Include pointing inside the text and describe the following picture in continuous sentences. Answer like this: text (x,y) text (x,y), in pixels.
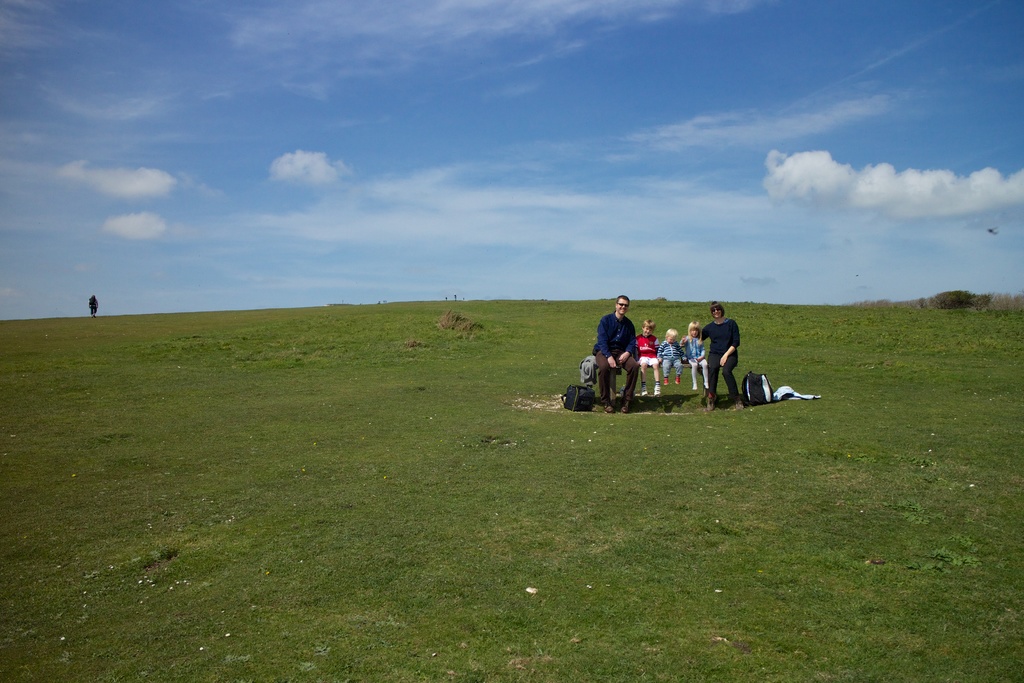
In this picture we can see there are five persons (622,364) sitting on a bench (639,368). On the right side of the image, there are trees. Behind the people (634,381), there is grass (97,334) and the sky (452,141).
